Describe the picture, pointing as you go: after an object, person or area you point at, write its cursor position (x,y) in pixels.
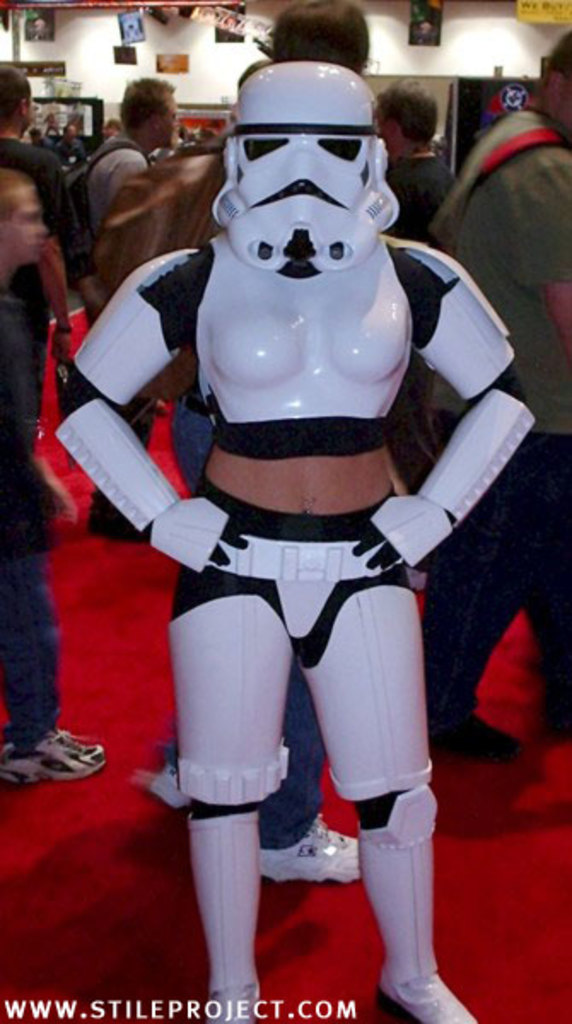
In this image, at the middle (207,653) we can see a person (397,938) in a white color costume (399,688), in the background (559,371) there are some people (407,171) walking, there is a red color carpet (113,713) on the floor (459,951).
